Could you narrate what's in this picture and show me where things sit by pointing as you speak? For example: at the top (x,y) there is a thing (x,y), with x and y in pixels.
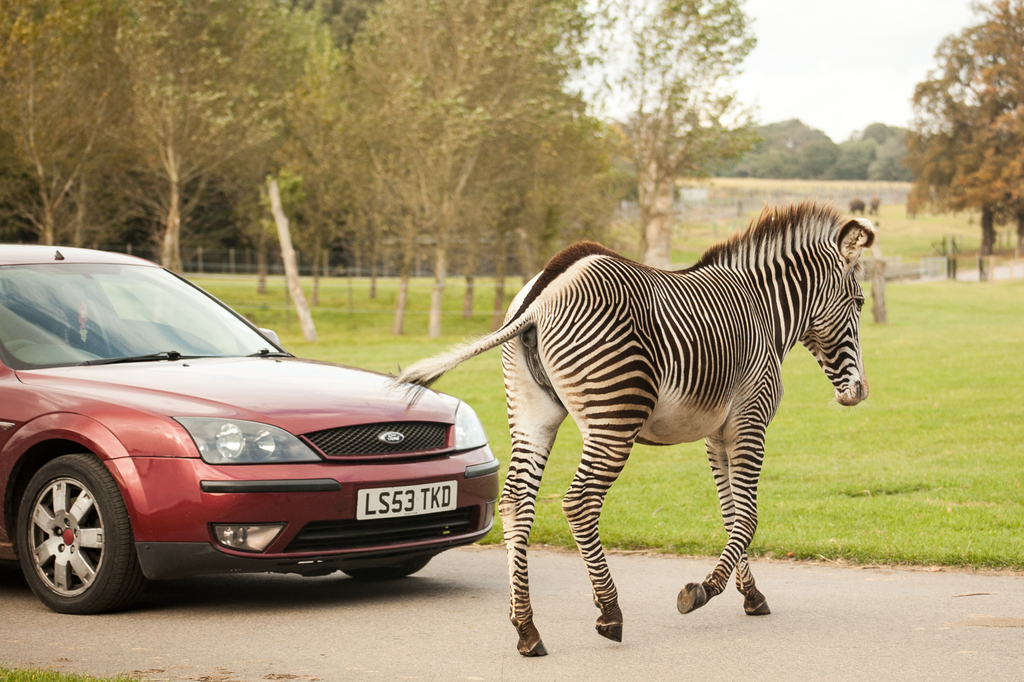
In this image there is a car (159,447) on the road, in front of the car (454,434) there is a zebra (622,395), beside the car (418,412) there's grass (907,341) on the surface (890,337), in the background of the image (321,158) there are trees (473,189).
